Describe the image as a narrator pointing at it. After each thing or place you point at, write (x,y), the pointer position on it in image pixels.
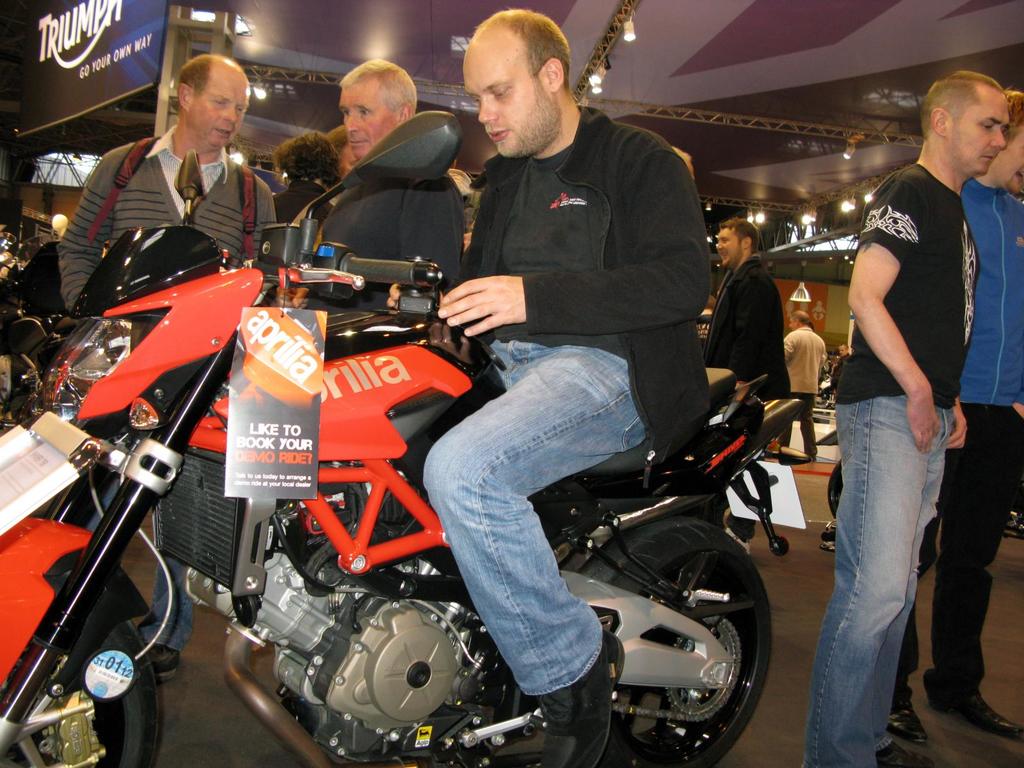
The image looks like it is clicked inside a bike showroom (736,209). In the front (461,560) a man (491,232) is sitting on a red colored bike (298,517) and he is wearing a black colored jacket (597,328) and a blue jeans (553,404). To the right (898,314) there are two men (907,415) standing. And to the left (181,133) there is another man (164,150) who is wearing a backpack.
